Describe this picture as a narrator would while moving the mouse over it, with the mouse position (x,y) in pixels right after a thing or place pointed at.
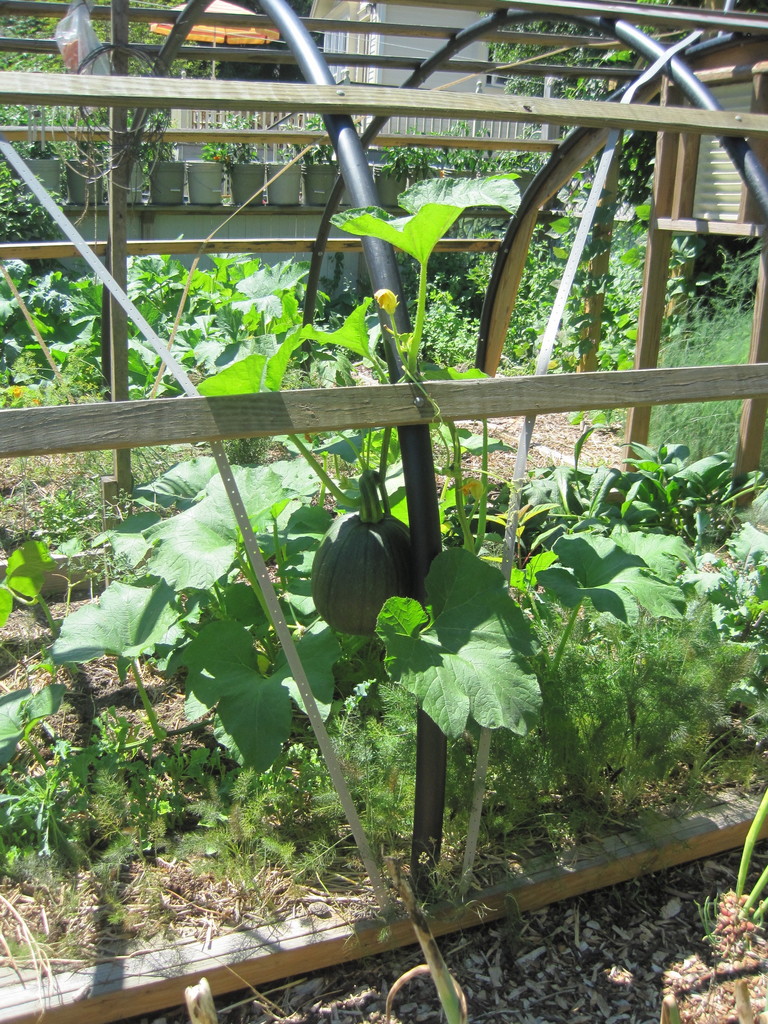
In this image there are vegetable plants (317,628) at the bottom (182,798). These plants (364,660) are covered by the wooden fence (255,103). In the background (241,198) there are plant pots (233,180) kept on the wall (253,226). At the bottom (626,939) there is ground (630,955) on which there are dry leaves (580,955).
